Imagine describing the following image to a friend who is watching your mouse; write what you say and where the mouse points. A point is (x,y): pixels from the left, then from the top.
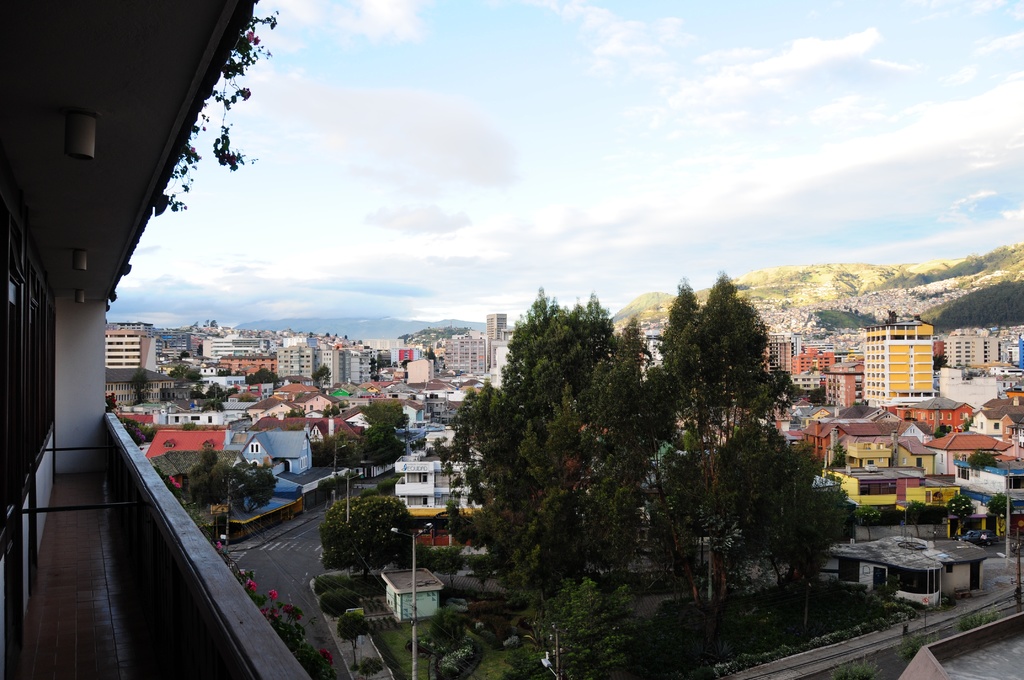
In this image I can see the building (76,403). To the side of the building (246,643) I can see the pink color flowers (283,608) to the plant (296,648) and the road (297,583). To the sides of the road (274,549) I can see the poles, many trees (618,660) and the buildings (423,501). In the background (298,347) I can see few more buildings (460,363), mountains (851,266), clouds (572,201) and the sky (524,154).
